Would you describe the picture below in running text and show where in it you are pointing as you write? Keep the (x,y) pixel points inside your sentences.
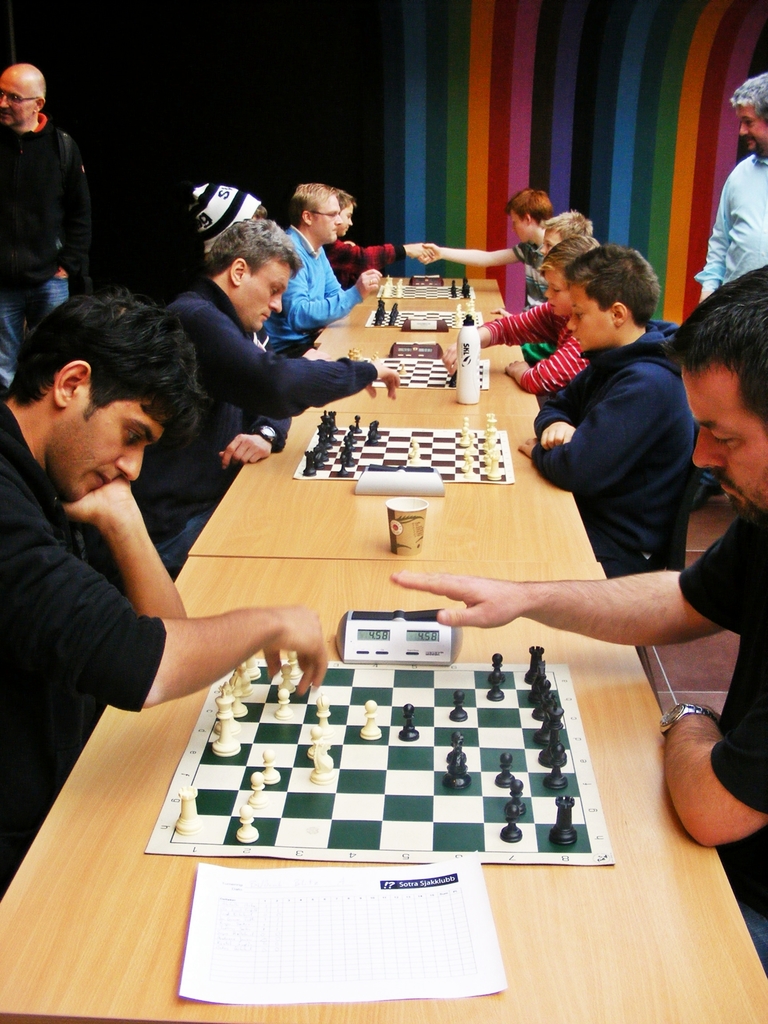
In this picture there are individuals (691,399) sitting on their opposites playing chess and there is a clock timer (438,635).
